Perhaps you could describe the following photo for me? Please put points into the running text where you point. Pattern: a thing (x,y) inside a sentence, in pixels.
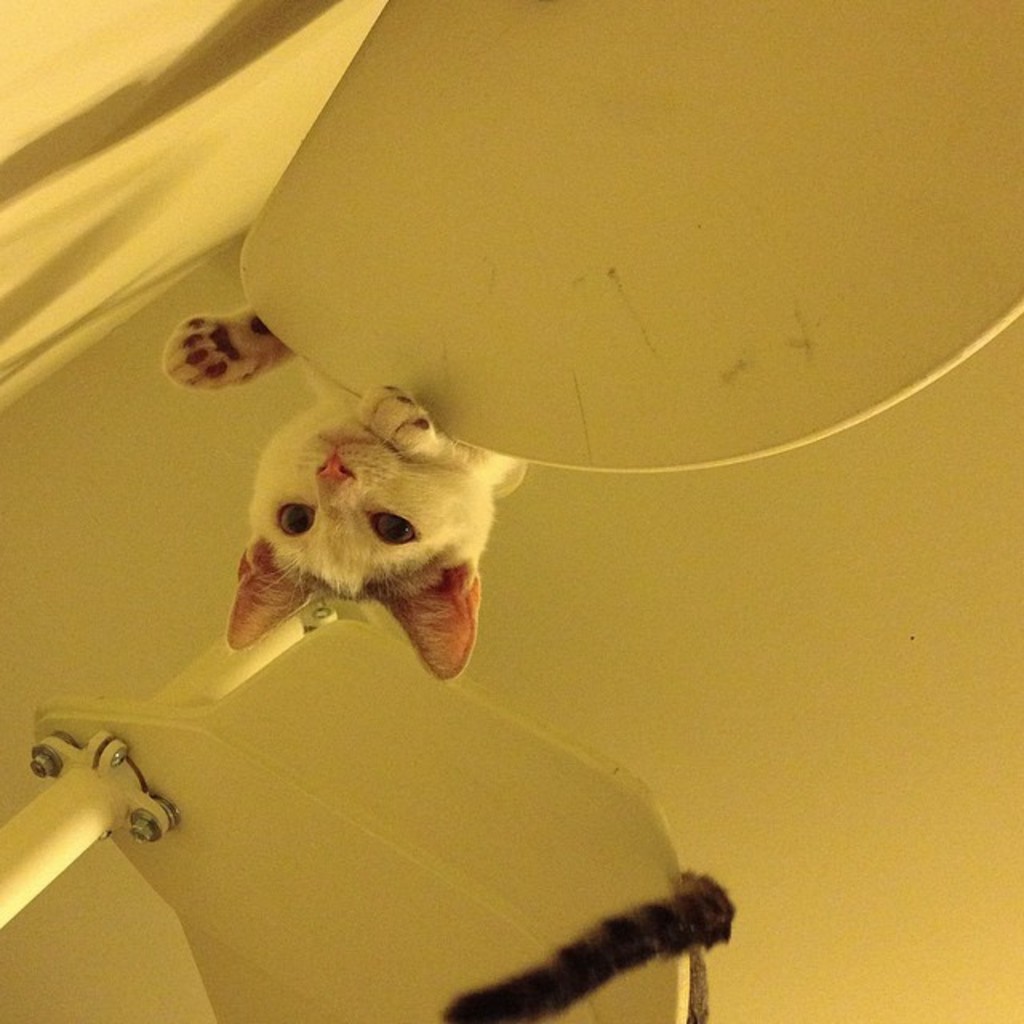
In the center of the picture (398,480) we can see cat (403,511), a cat's tail (569,968), iron frame (55,793) and some objects (518,368). In the background (95,552) we can see a white object (125,524) might be ceiling (486,552). On the left (118,220) it might be wall (113,163).
